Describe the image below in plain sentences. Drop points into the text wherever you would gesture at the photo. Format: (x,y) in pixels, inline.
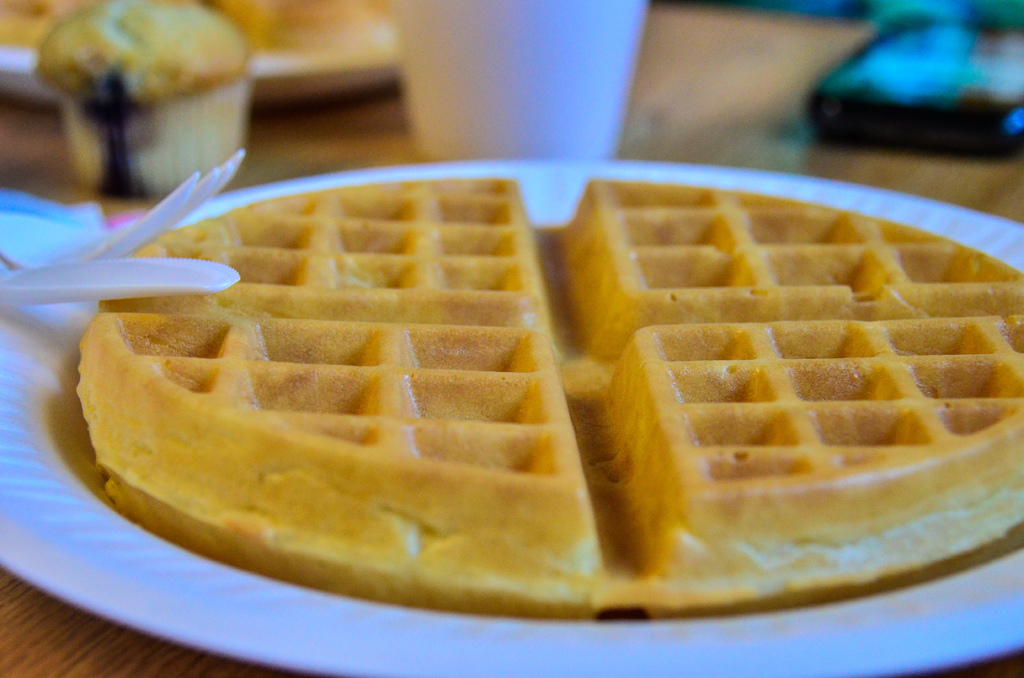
In this picture there is food (291,264) on the plate (564,179). There are plates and there is a cup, device (861,126), fork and spoon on the table (639,90).
